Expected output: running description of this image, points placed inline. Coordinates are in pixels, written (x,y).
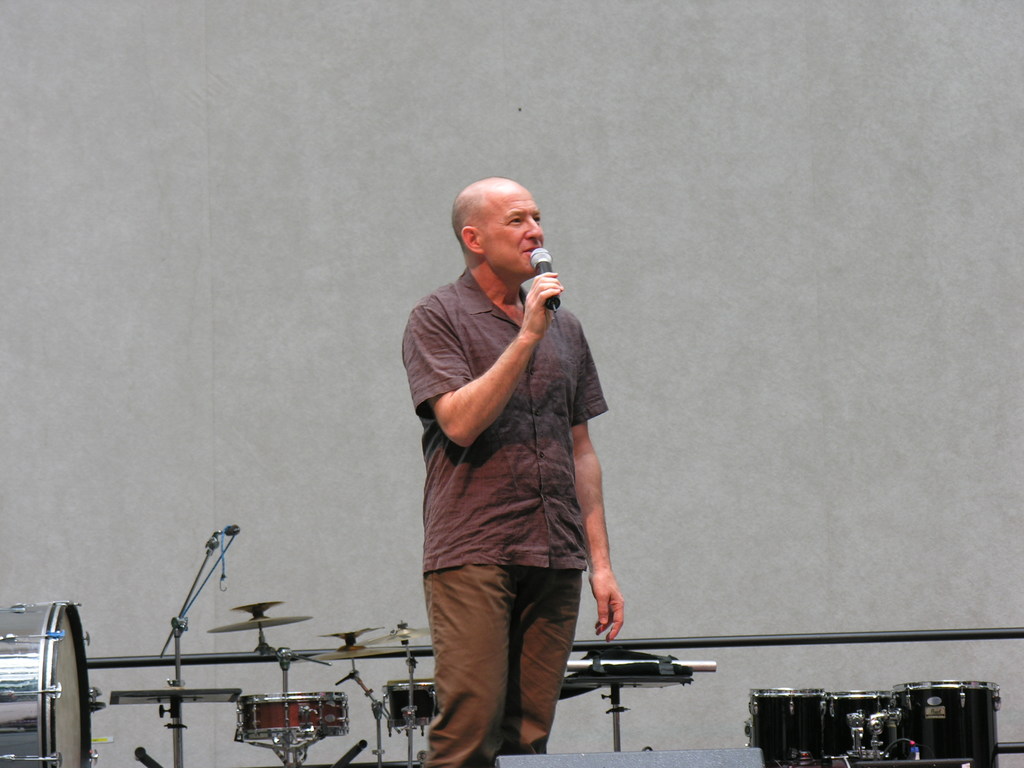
This picture shows a man (545,461) standing and talking holding a mic (533,262) in his hand (545,302). In the background (309,680) there are some musical instruments (932,714) and a wall (419,138) here.
